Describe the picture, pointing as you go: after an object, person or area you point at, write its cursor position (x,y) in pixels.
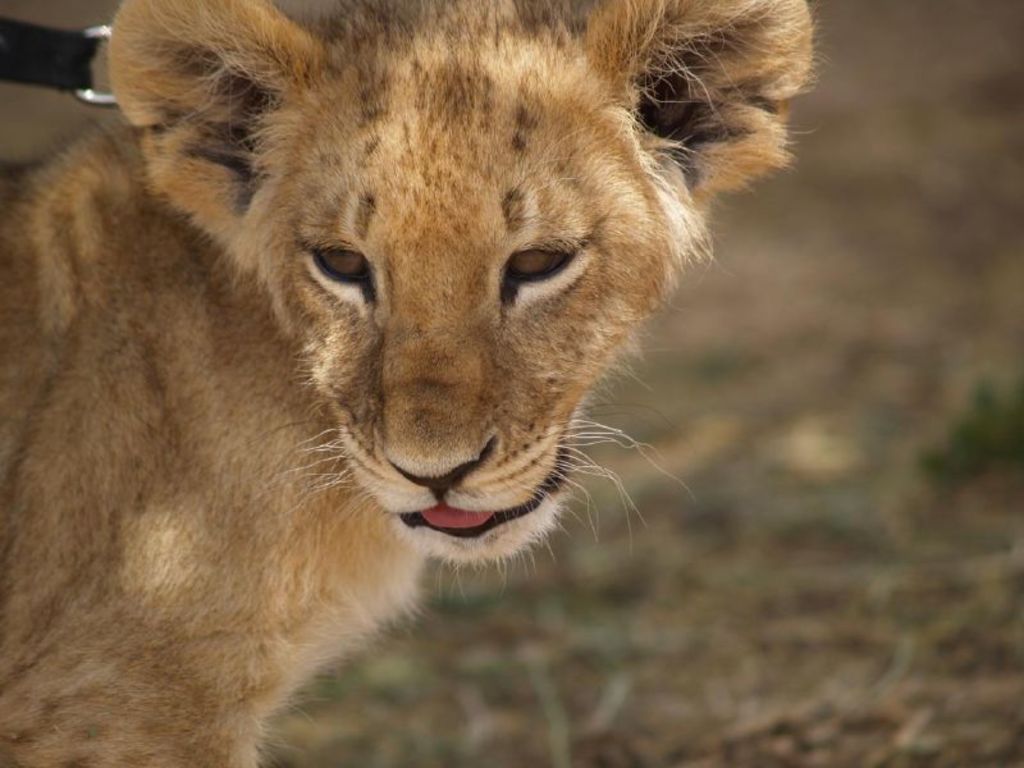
In this image I can see a animal (335,318) which is in brown, white and black color. Background (759,657) is blurred.
